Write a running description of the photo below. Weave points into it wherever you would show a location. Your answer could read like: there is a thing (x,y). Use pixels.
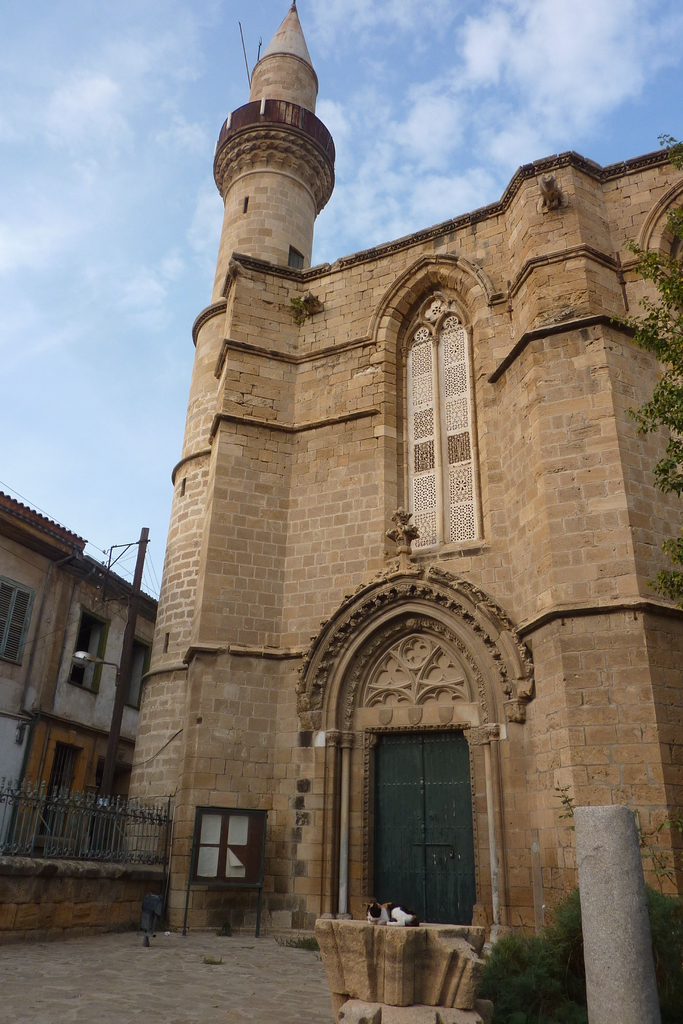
In the picture I can see a cat (380,908) is sitting on the surface (414,974), I can see shrubs (680,963), trees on the right side of the image (673,923), stone building (310,821), current pole (114,727), wires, fence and the blue color sky (27,33) with clouds (154,134) in the background (72,430).
